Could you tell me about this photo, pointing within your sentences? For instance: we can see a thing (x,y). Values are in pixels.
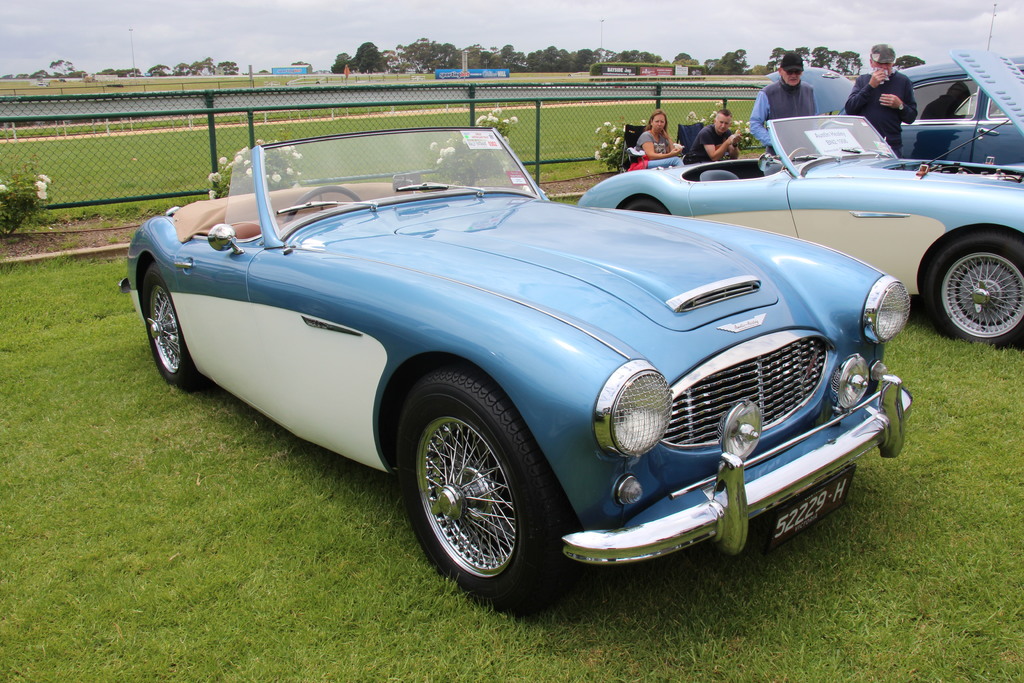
In the center of the image (622,240) there are cars (965,158). On the right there are people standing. In the background (655,159) we can see people (661,141) sitting. Behind the chairs (690,132) there is a fence (476,108). We can see trees (584,59), boards (614,69) and sky (390,38).
